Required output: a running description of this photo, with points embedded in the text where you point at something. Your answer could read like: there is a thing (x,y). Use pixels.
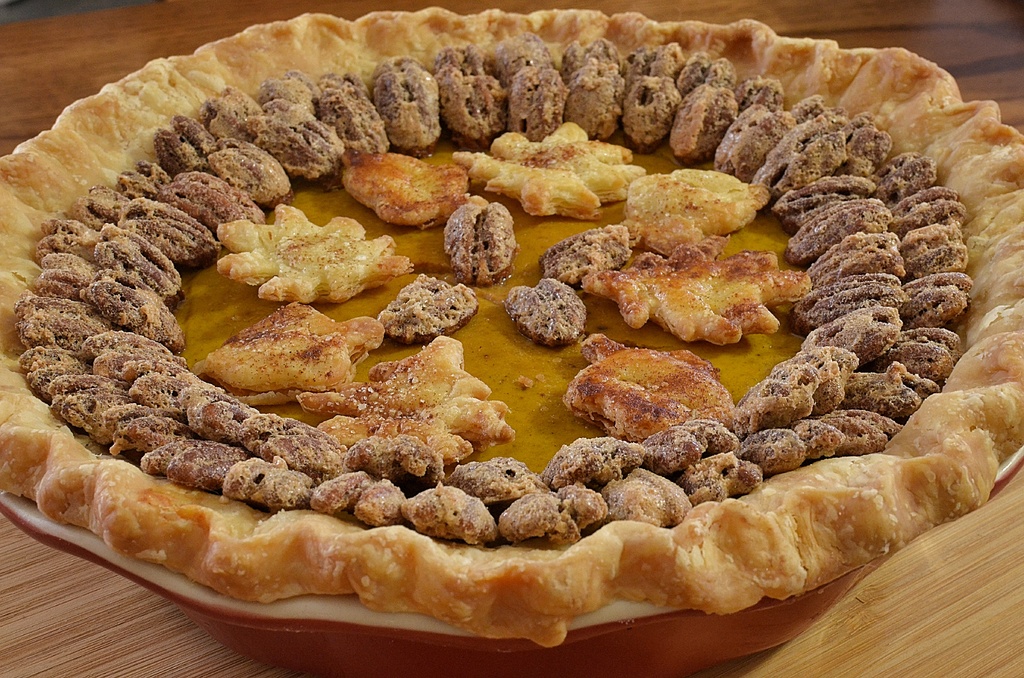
In this image I can see food (242,261) which is in cream and brown color in the plate (328,622) and the plate (330,615) is in brown color.
